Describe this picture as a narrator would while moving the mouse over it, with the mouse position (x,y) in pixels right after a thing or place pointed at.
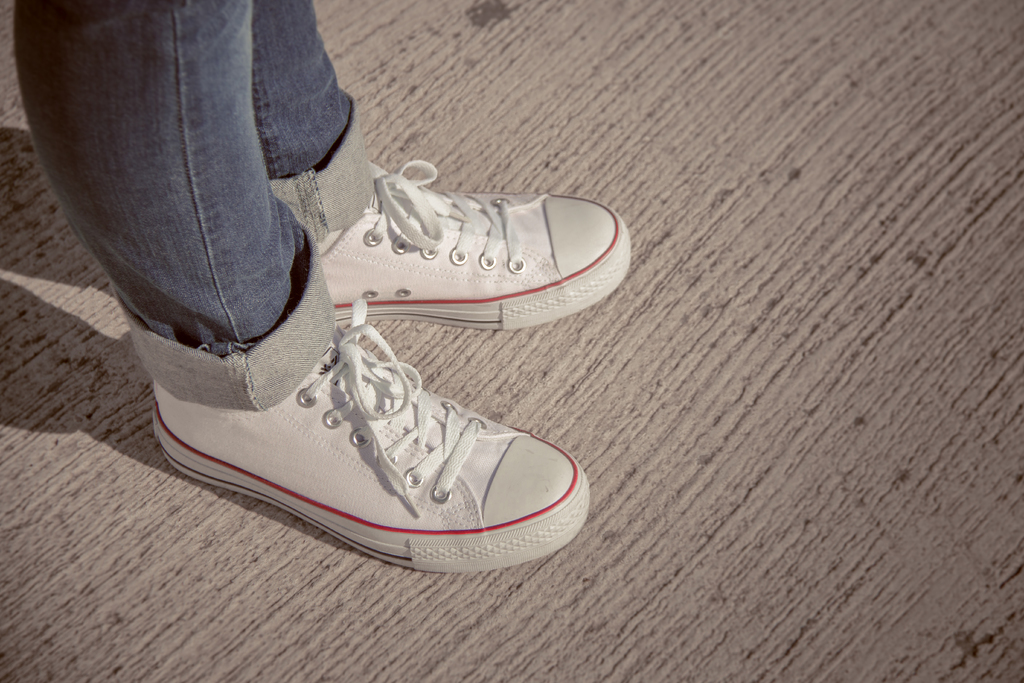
In this image I can see the person's legs (166,171). I can see the person (198,256) is wearing the blue jeans (204,153) and shoes (444,409). I can see the person (406,254) standing on the brown color surface (637,430).
